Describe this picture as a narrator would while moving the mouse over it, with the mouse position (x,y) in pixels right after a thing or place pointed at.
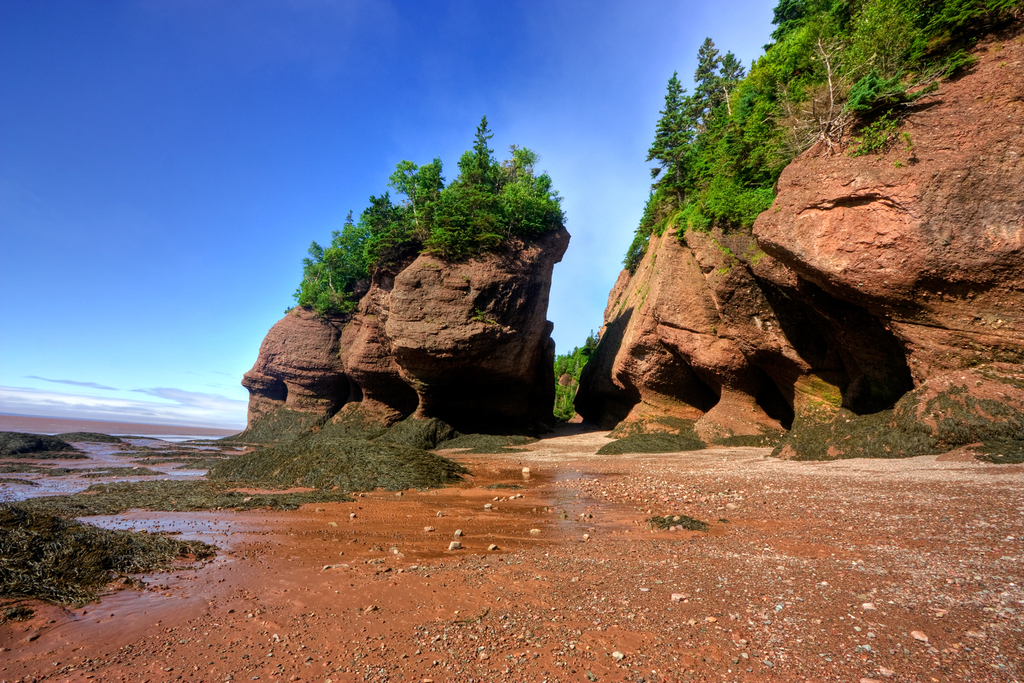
In this image there is mud (166,593), grass (296,429), trees (715,162) and rocks (639,305), at the top of the image (631,223) there are clouds (120,418) in the sky (163,415).
